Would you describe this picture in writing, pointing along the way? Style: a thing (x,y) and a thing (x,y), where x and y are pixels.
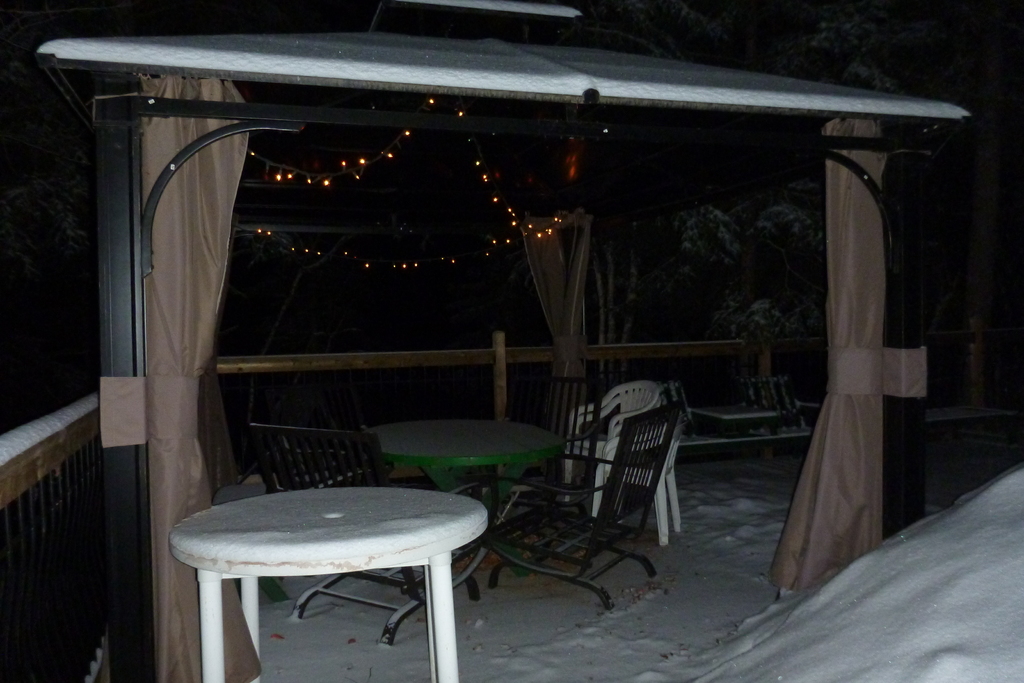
In the image in the center (572,344), we can see tables (417,461), chairs (638,393), benches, curtains (828,527), poles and a few other objects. In the background (545,345) we can see trees (42,170) and string lights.
